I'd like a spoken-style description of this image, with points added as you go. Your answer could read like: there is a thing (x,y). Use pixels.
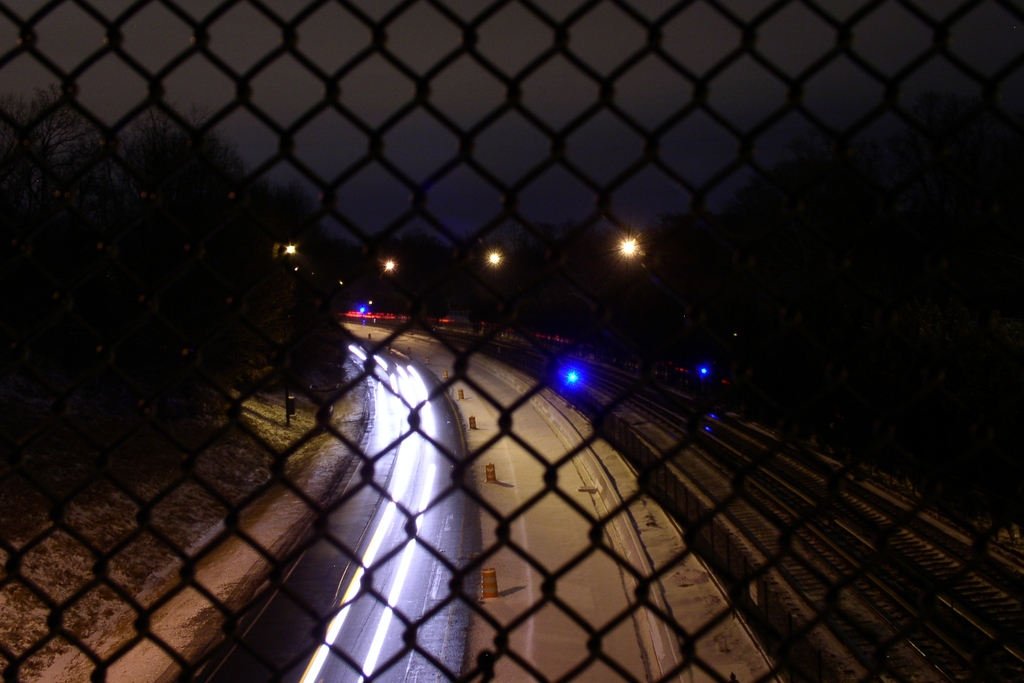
This image consists of a grill (740,600). At the bottom (432,516), we can see a road (432,559). On the left (327,368) and right, there are trees (979,401). At the top (412,112), there is sky (386,98).
